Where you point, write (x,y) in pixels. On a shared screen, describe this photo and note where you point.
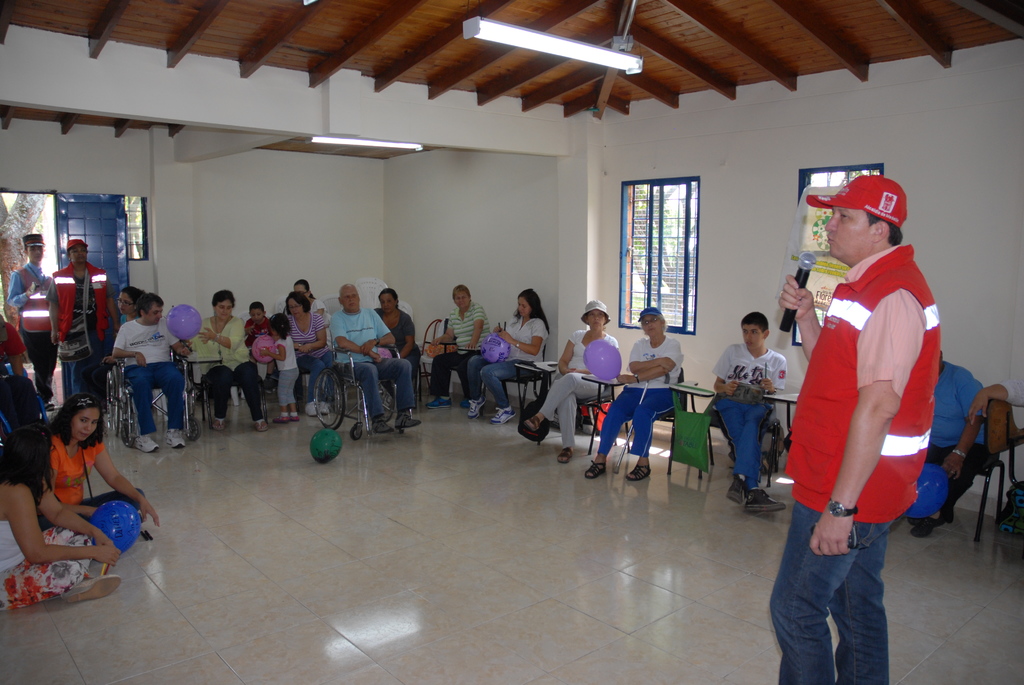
In this image I can see number of people (79,476) where few are sitting on chairs (423,345), few are sitting on floor (269,536) and few are standing. I can also see three of them are wearing red colour jackets (852,314), caps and here I can see he is holding a mic (806,264). In the background (663,278) I can see windows (681,277) and few lights (487,35).
